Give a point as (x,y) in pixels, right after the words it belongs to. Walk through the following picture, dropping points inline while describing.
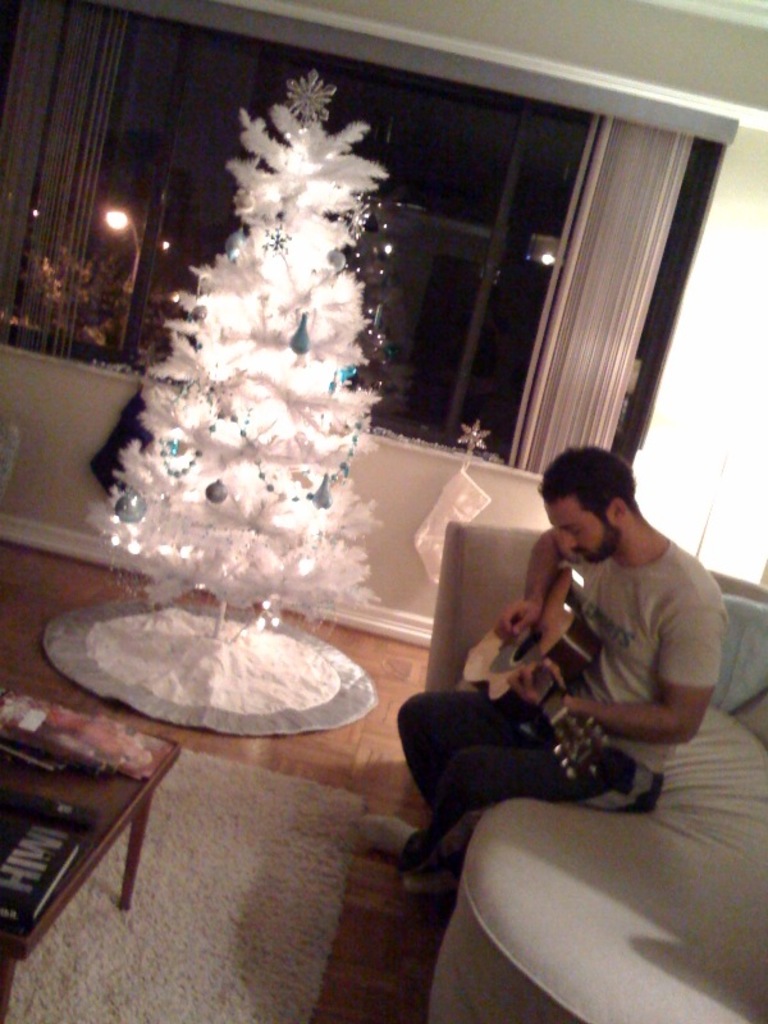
There is a room (610,497). On the right side (637,515) we have a person (537,778). He is sitting on a sofa (666,795). He is playing a guitar (557,698). In the center (262,428) we have a Christmas tree (293,576). We can see in background (524,176) window (513,183), curtain (579,348) and wall (487,31).
